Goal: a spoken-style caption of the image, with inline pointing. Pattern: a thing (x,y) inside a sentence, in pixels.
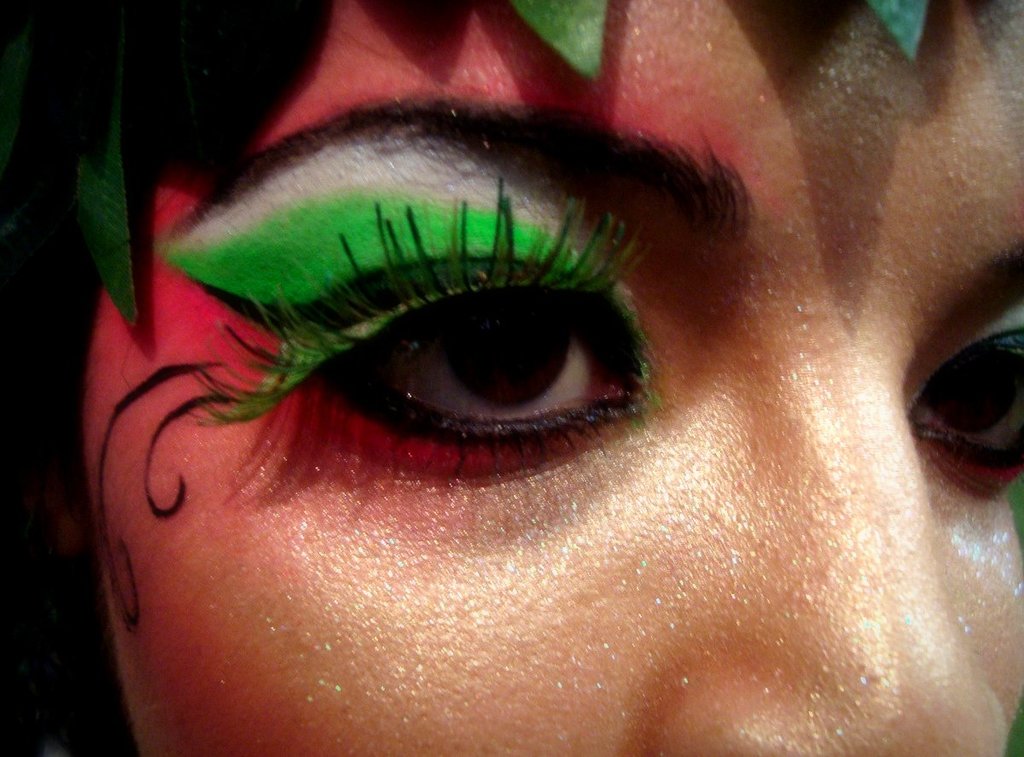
It is an eye (540,385) of a woman (580,397), there is a green color on her skin (348,230).
